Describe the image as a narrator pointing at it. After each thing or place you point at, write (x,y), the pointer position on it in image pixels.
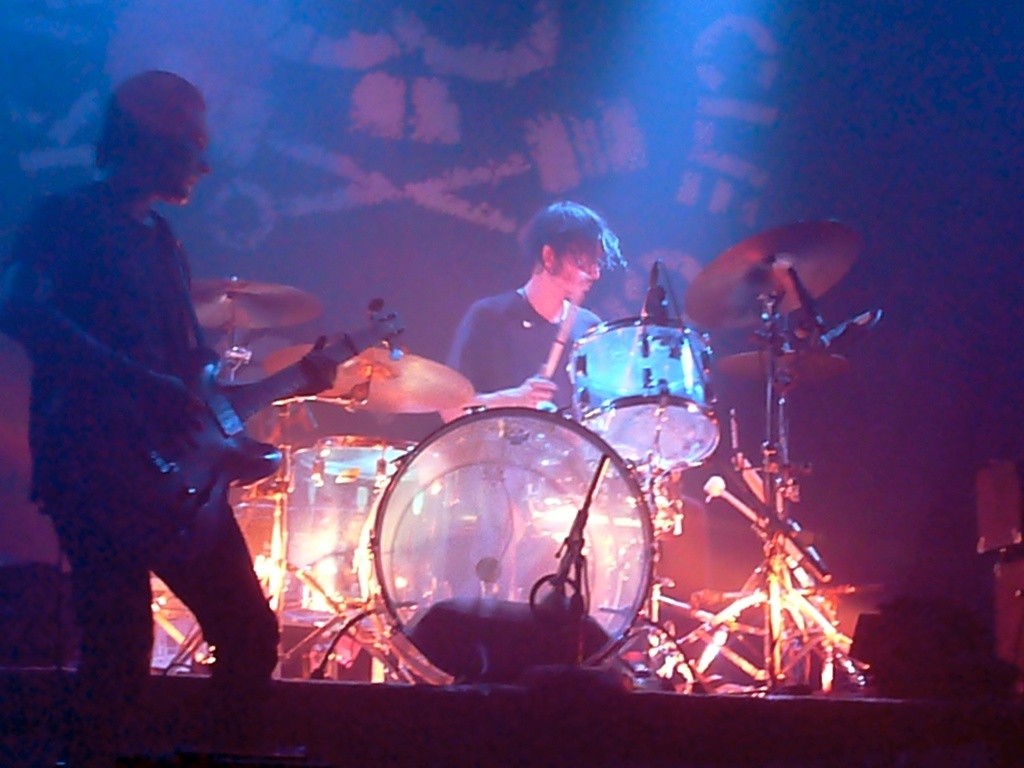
This looks like a musical concert. There are two persons (189,583) in the middle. They are playing musical instruments (479,514). One is playing drums (459,477). Another one is playing guitar (144,511). There are lights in the middle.
